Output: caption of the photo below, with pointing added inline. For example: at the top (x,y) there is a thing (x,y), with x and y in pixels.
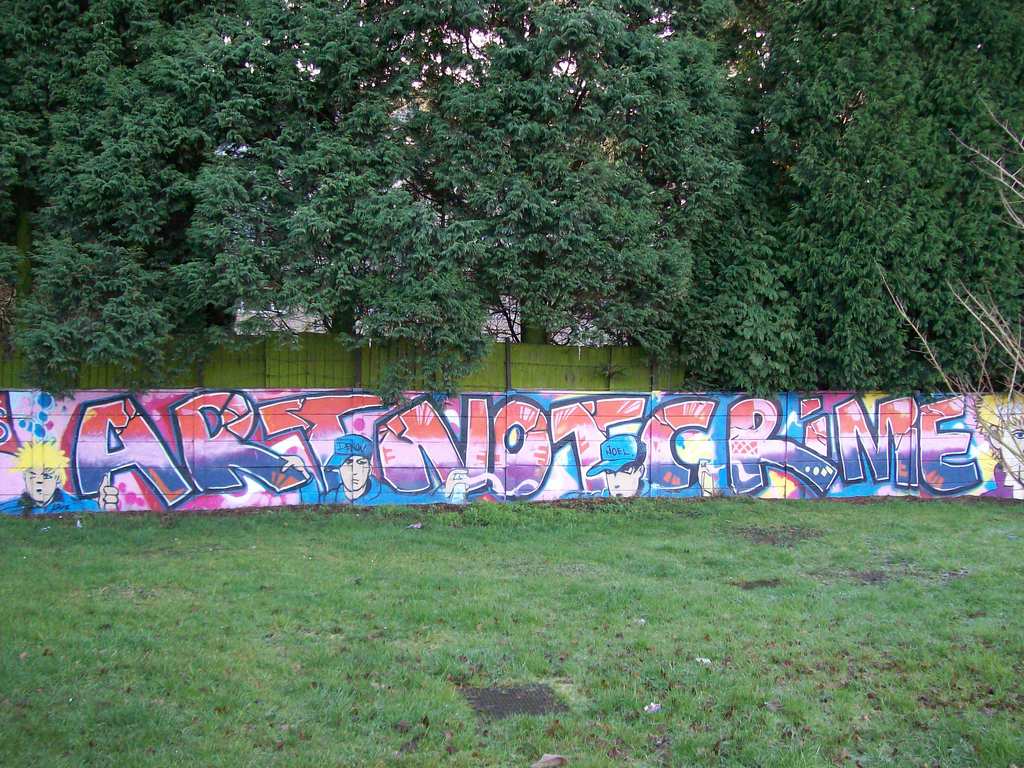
In this picture I can see green grass (598,666) in the foreground (584,605). I can see the painting (518,469) on the wall (607,457). I can see trees (587,224) in the background (430,208).
